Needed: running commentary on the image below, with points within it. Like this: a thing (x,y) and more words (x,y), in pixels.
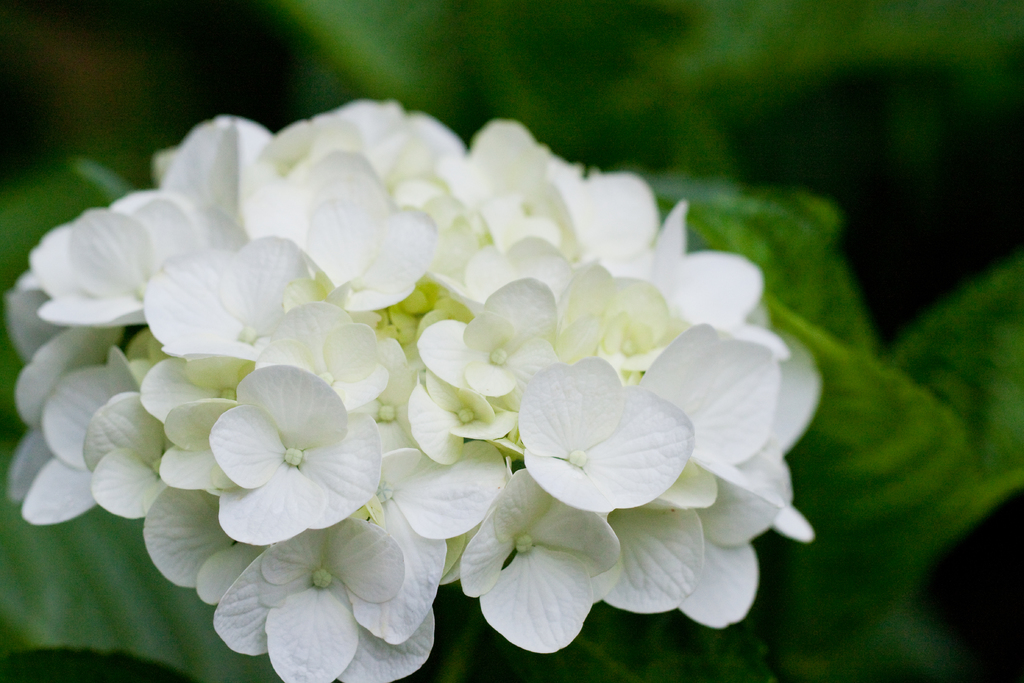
There are white color flowers (247,348) present in the middle of this image (622,379). We can see greenery (871,412) in the background (857,483).
